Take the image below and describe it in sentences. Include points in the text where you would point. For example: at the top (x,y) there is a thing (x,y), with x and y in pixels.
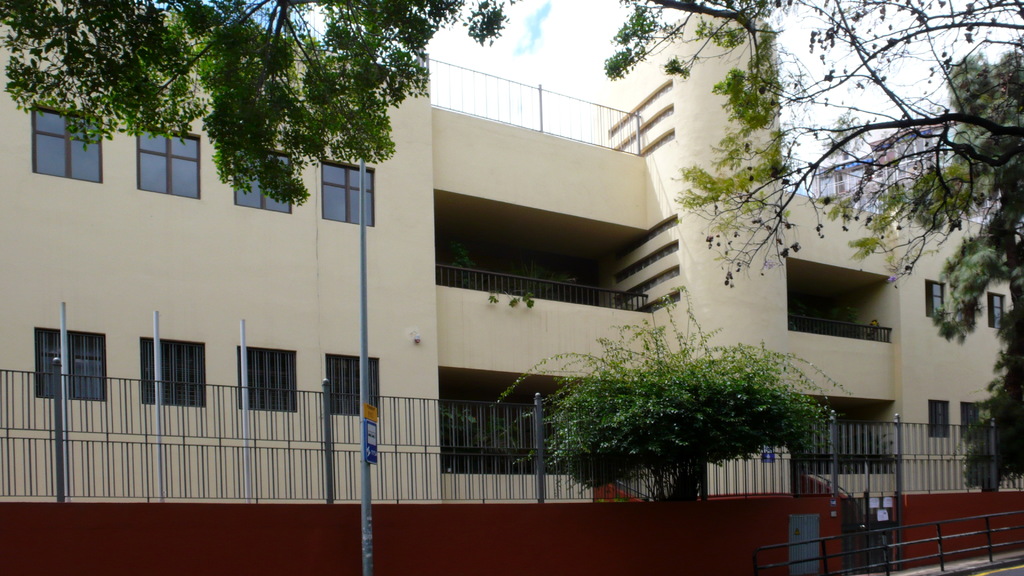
In this image we can see a building (389,389) with windows (354,382) and a fence (291,499). We can also see a board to a pole (366,505), plants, trees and the sky (575,82) which looks cloudy.
